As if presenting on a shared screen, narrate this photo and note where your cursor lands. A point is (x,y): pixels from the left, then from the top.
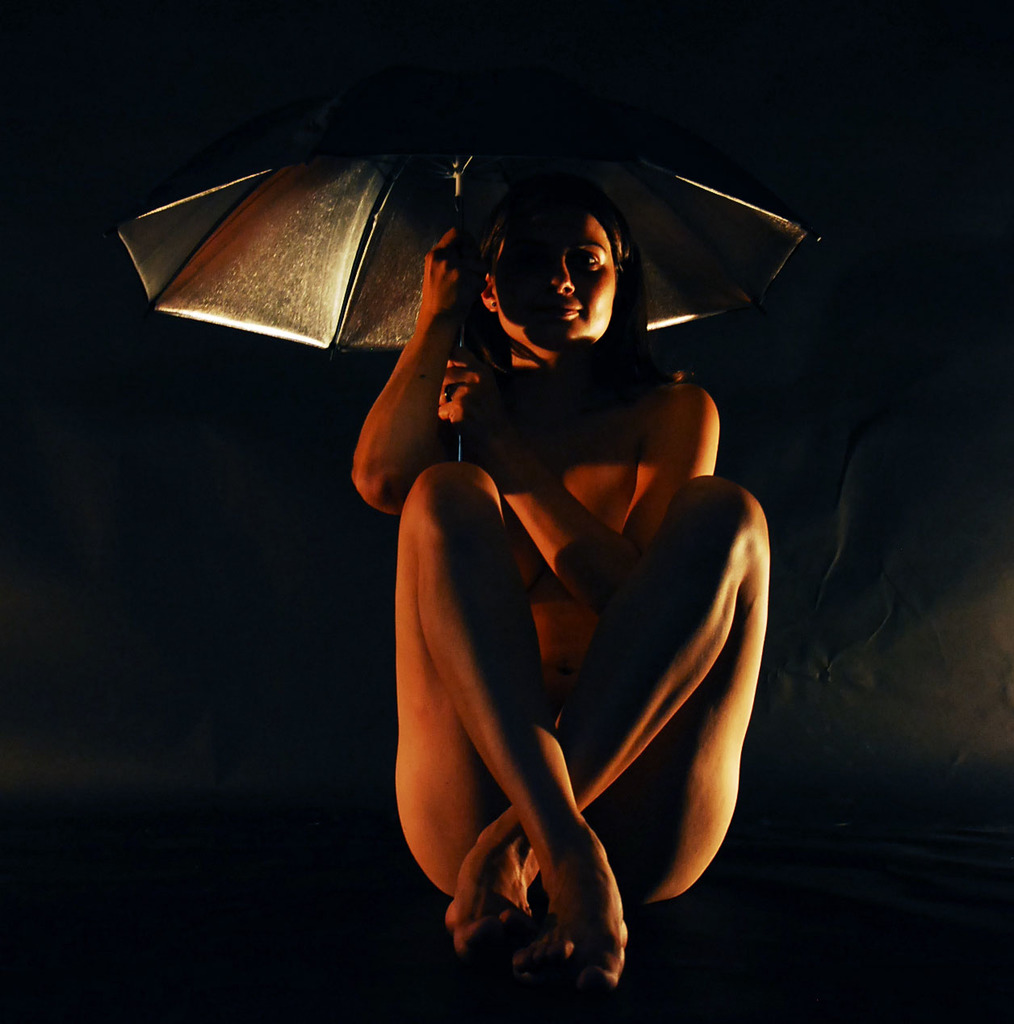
In this image we can see a woman (634,539) sitting and holding an umbrella (458,126).
